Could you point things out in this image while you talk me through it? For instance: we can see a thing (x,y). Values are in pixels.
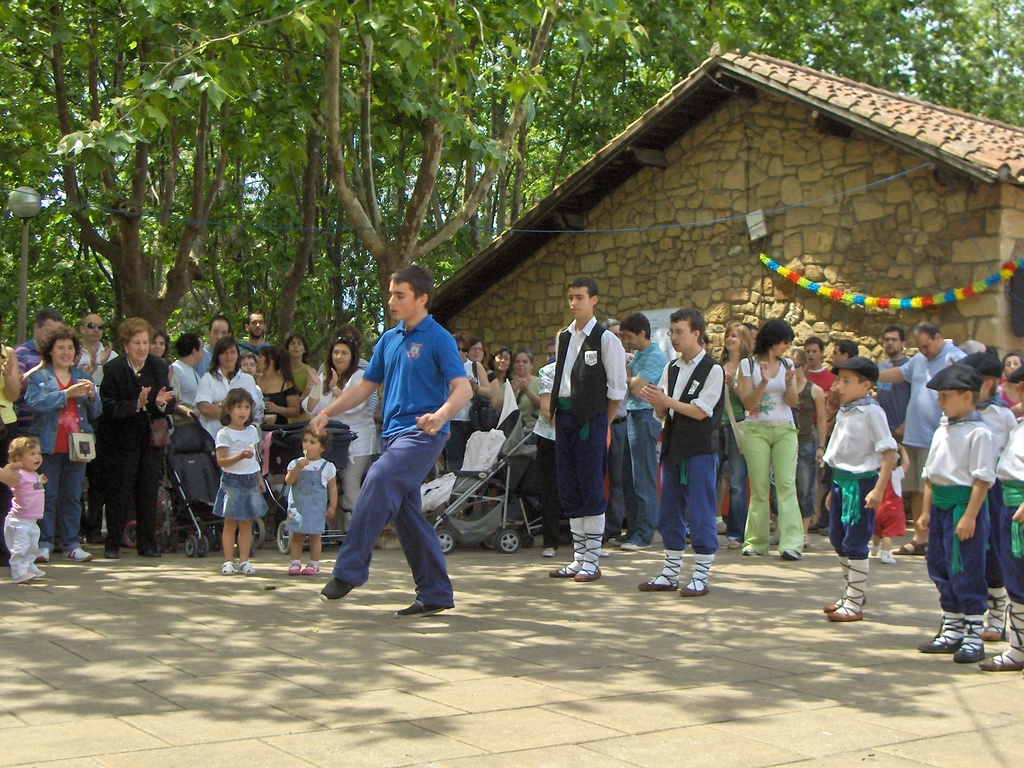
In this picture I can see there is a person (402,477) dancing and there are few people (527,405) around him, there are kids (968,463) at right side (925,471) and there are kids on the left side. In the backdrop (831,194) there is a building (608,257) and there are trees (171,163) on the left side (94,265) and there is a pole (26,275) with a lamp (29,199).
